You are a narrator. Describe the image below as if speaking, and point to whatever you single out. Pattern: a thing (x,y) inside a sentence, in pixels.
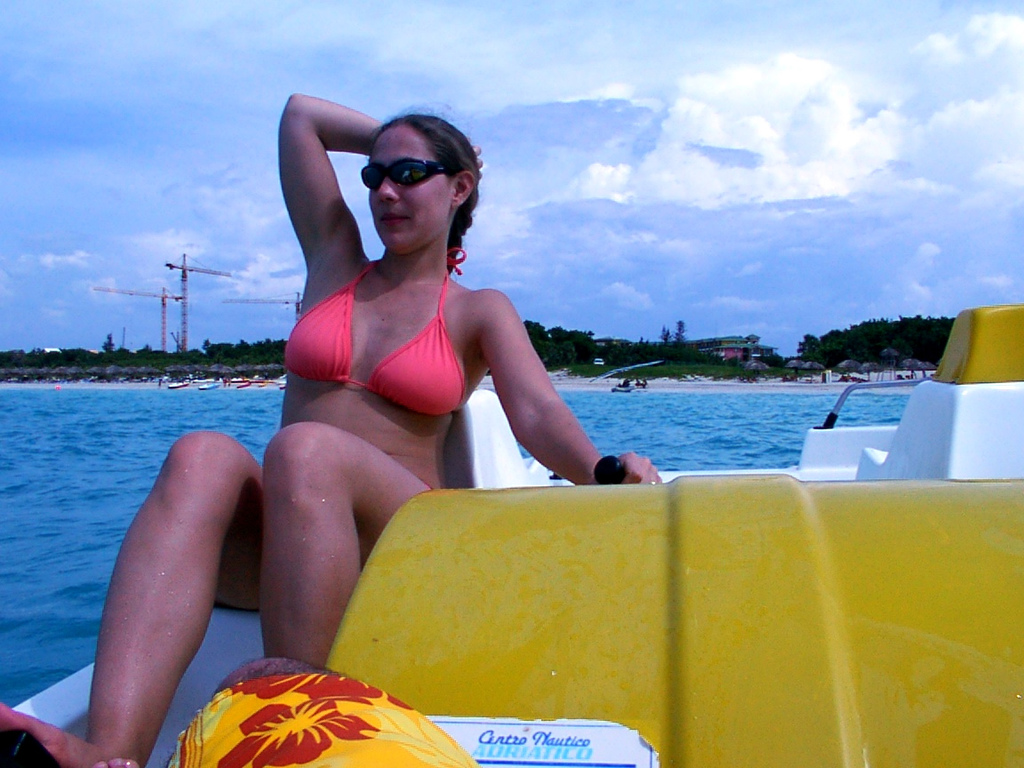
In the image I can see a woman (393,447) is sitting on a boat (429,529). The woman (368,436) is wearing a bikini (341,332) and black color glasses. In the background (602,407) I can see the water (601,401), boats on the water (198,401), trees (652,352), the sky (500,206) and some other objects (222,373).
